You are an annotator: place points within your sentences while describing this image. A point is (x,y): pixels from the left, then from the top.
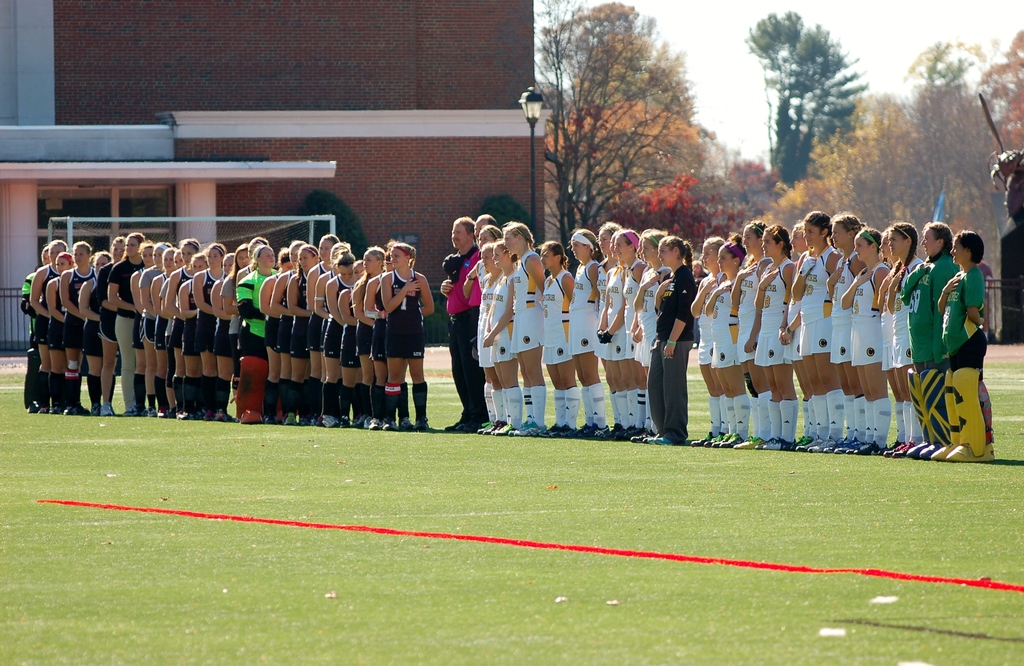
In this picture I can see group of people (557,305) standing on the grass (443,575), there is a football net (121,218), light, pole (532,133), a building (504,8), trees (747,218), and in the background (739,57) there is sky (708,66).
